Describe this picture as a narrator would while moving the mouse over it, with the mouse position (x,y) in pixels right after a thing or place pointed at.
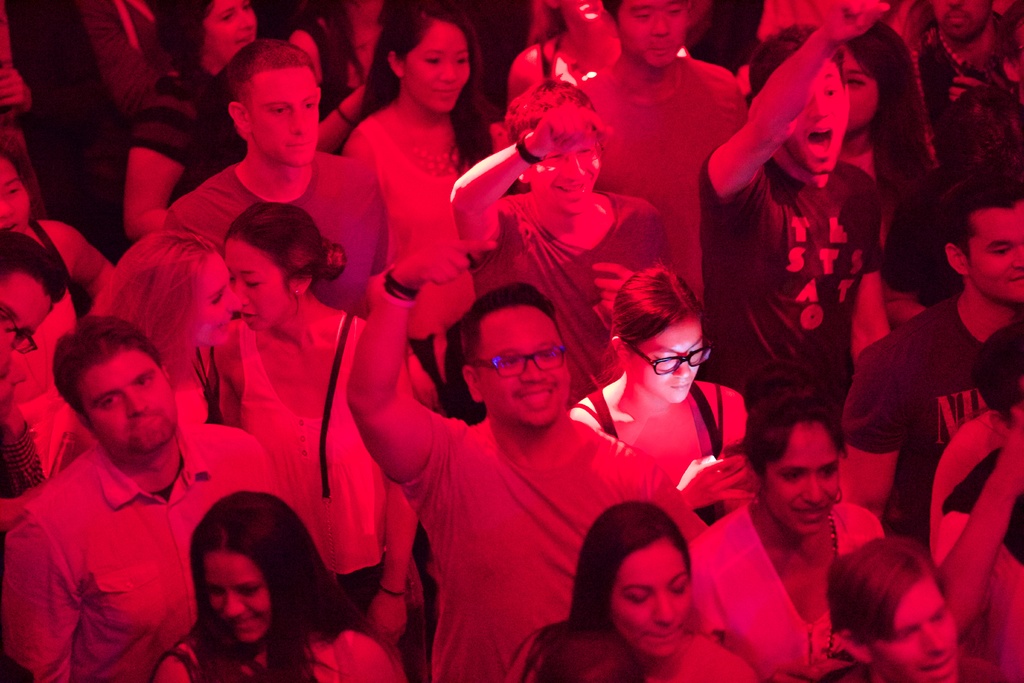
In this image we can see a group of people (475,279) are standing and smiling.
